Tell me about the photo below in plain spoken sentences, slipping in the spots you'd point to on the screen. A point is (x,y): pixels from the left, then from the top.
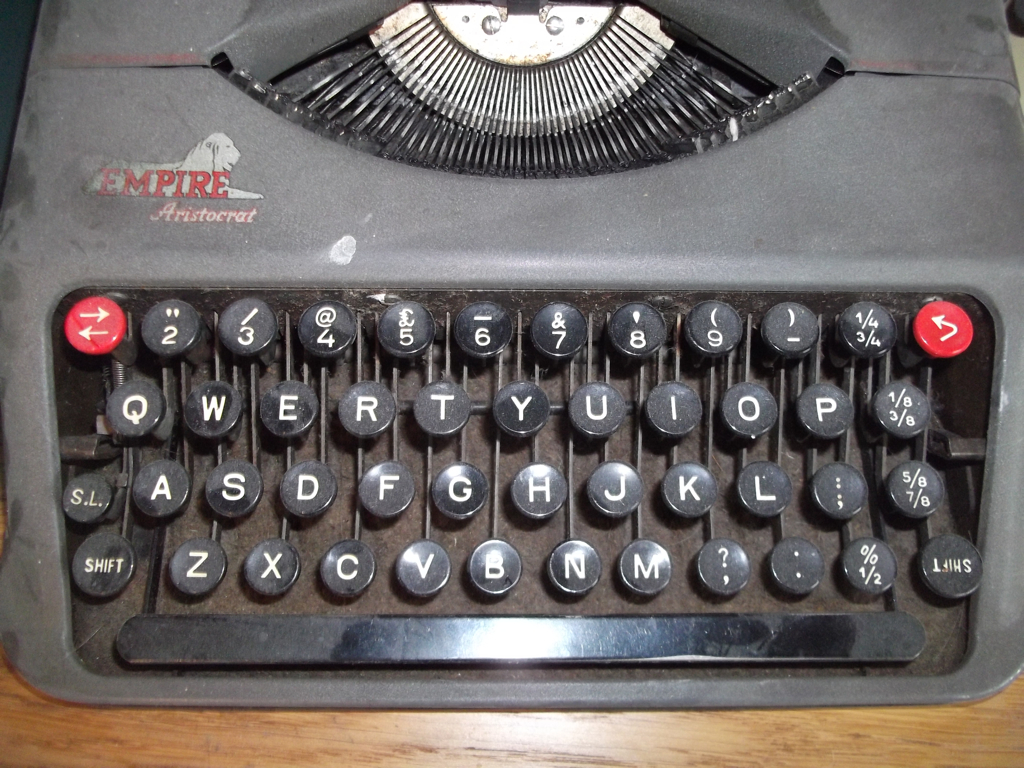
In the picture I can see a typewriter (694,187) on the wooden table (395,737).
